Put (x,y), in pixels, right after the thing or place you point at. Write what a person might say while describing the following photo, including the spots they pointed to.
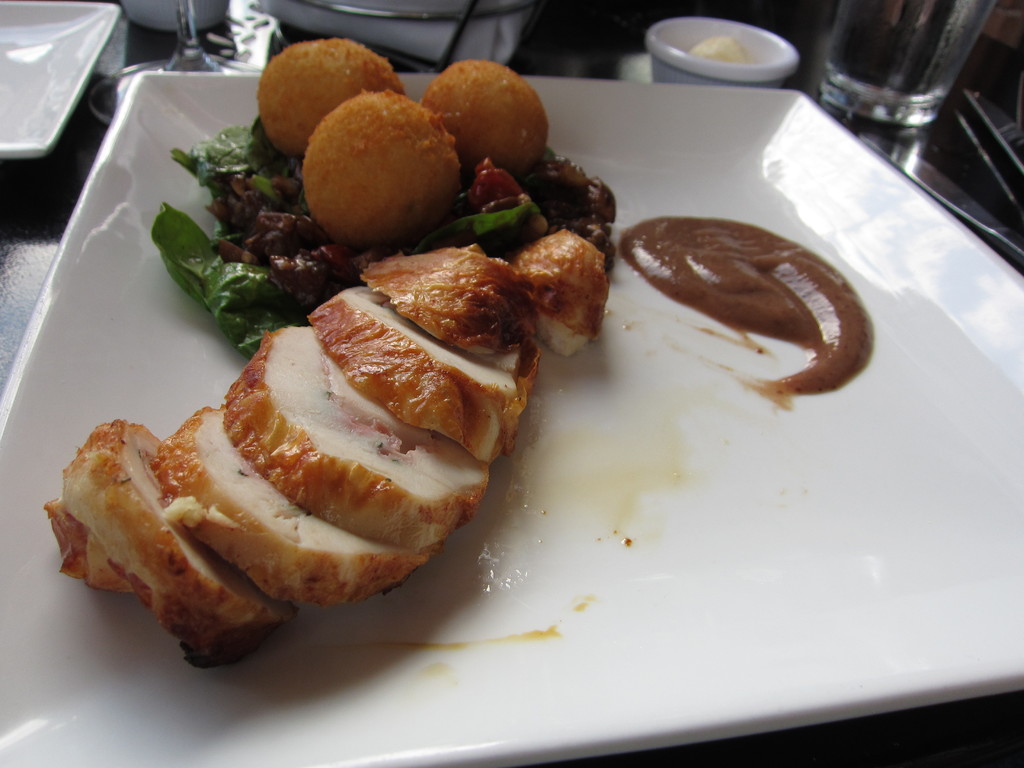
In this picture I can see food (428,385) in the plate (183,755) and I can see another plate (51,125) in the back (525,22) and a bowl (775,71) and I can see a glass (918,73) and a knife (956,187) on the table (981,196).
